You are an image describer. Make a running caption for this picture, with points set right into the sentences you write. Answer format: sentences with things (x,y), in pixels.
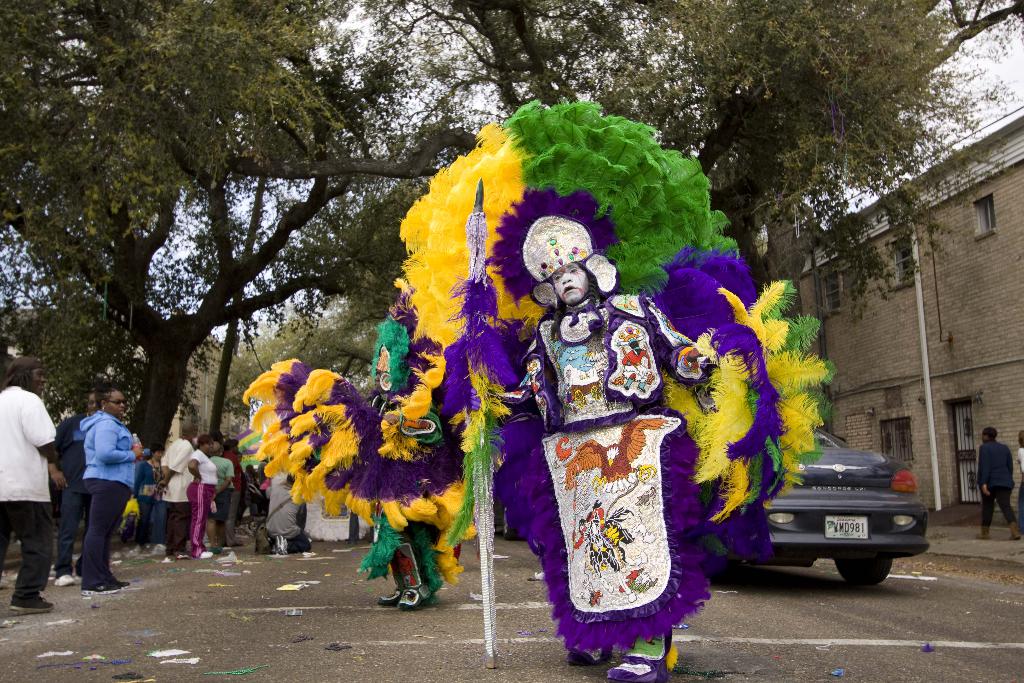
In the image there are two people (520,394) standing with costumes (441,399). Behind them there are few people (31,424) standing and also there is a car (827,487) on the road (846,597). On the right side of the image (961,526) there is a footpath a person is walking and also there is a wall (1014,477) with windows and doors (964,433). And in the background (220,236) there are trees (138,150).
